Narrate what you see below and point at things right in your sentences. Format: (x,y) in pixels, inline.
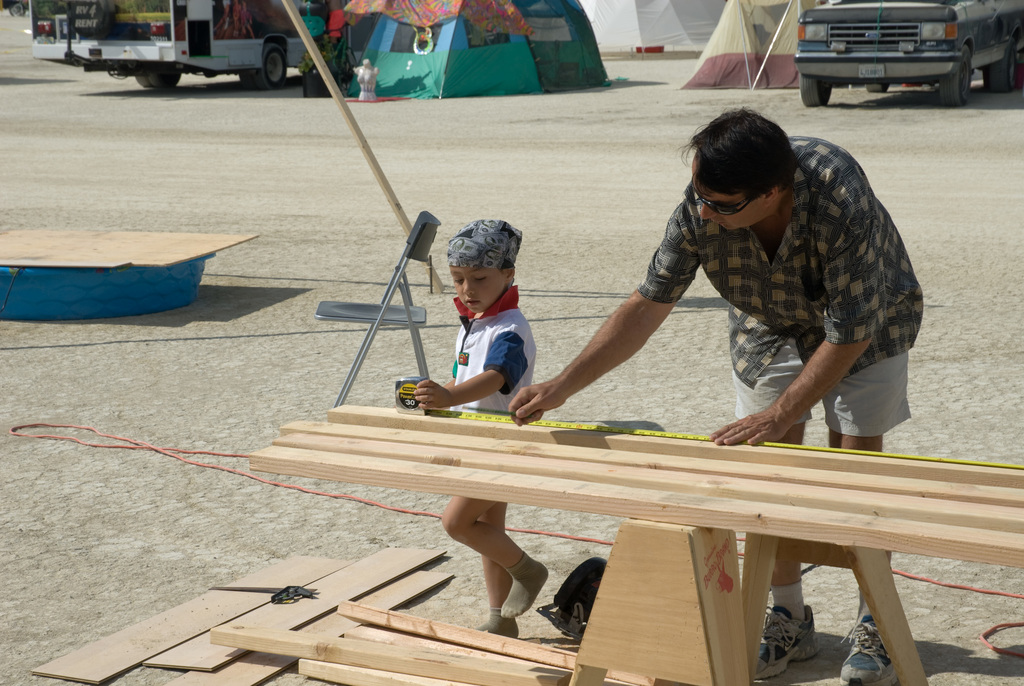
In this image, In the right side (689,538) there is a yellow color wooden table (693,525), There is a man (858,376) standing and he is holding the table (645,469), In the left side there is a boy (506,538) standing and there is a gray color chair (395,282), In the background (912,52) there are some cars (867,51) and there is a blue color tent (470,54).
